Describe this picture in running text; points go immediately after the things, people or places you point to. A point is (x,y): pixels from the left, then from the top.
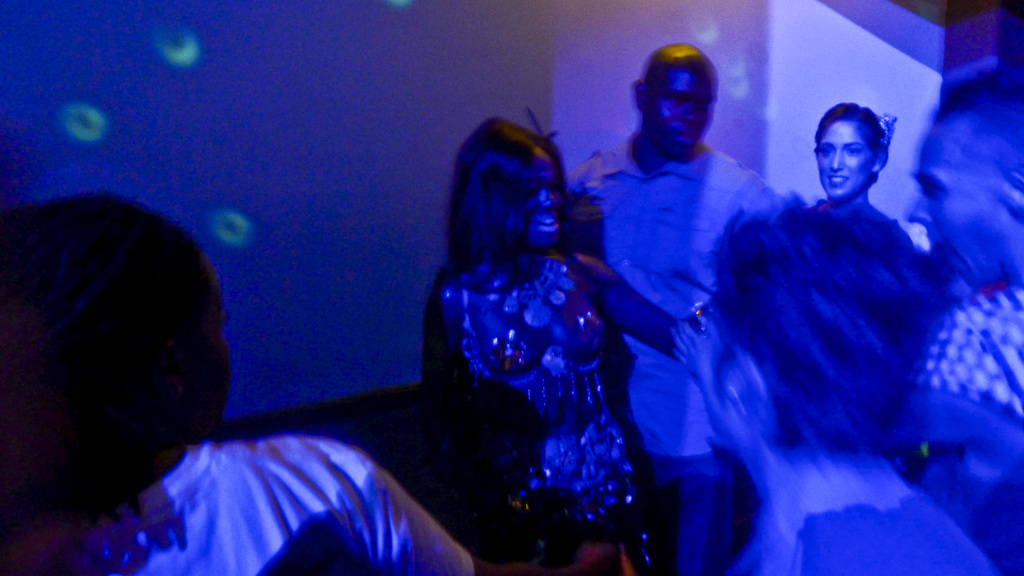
This image consists of few people (561,328). It looks like a pub. In the background (194,74), there is a wall (355,84).
